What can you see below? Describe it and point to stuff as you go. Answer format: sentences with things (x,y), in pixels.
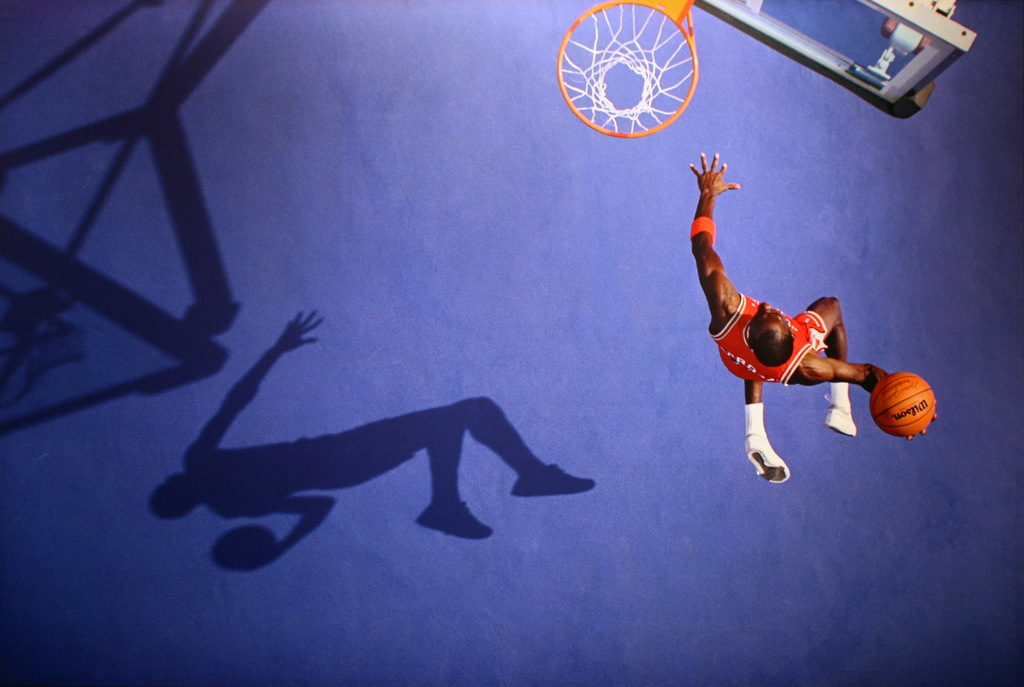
In this picture there is a man (770,458) jumping and holding a ball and we can see basketball hoop (769,24). We can see shadow (189,456) of a person (188,474) and basketball hoop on the floor (264,394).
